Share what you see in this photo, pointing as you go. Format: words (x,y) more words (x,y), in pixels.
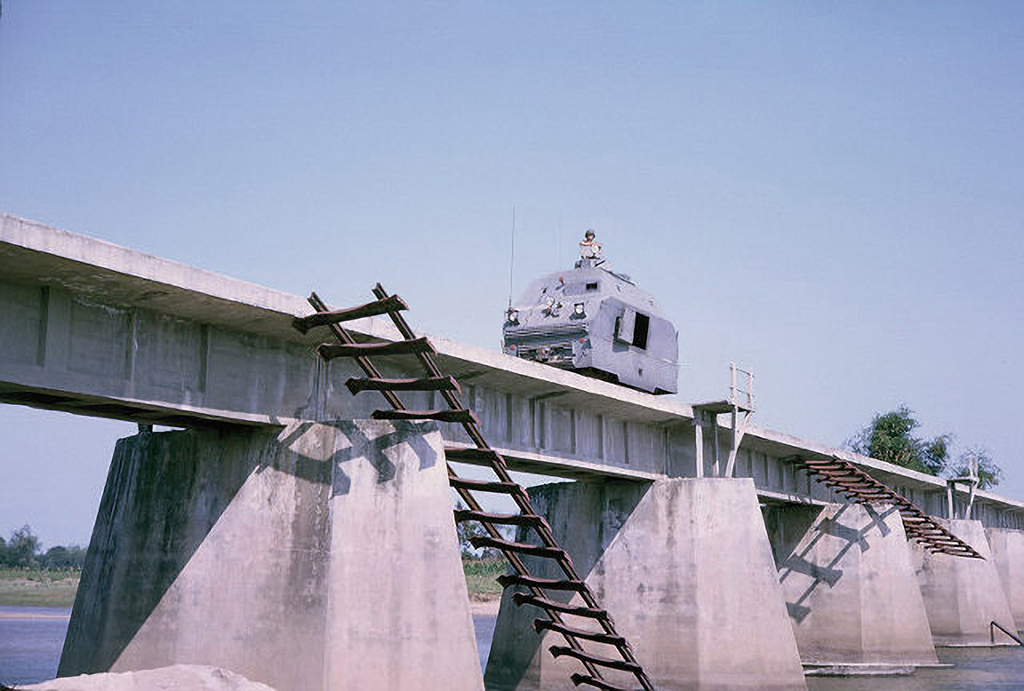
In this image I can see a bridge (642,472) and there are two ladders (849,488) on the pillars (410,503). On the bridge (489,375) there is a vehicle (613,330). At the bottom (24,648), I can see the water (25,621). In the background (42,563) there are trees (57,549). At the top of the image (610,141) I can see the sky (516,131). I can see a person (596,256) on the vehicle (579,306).
